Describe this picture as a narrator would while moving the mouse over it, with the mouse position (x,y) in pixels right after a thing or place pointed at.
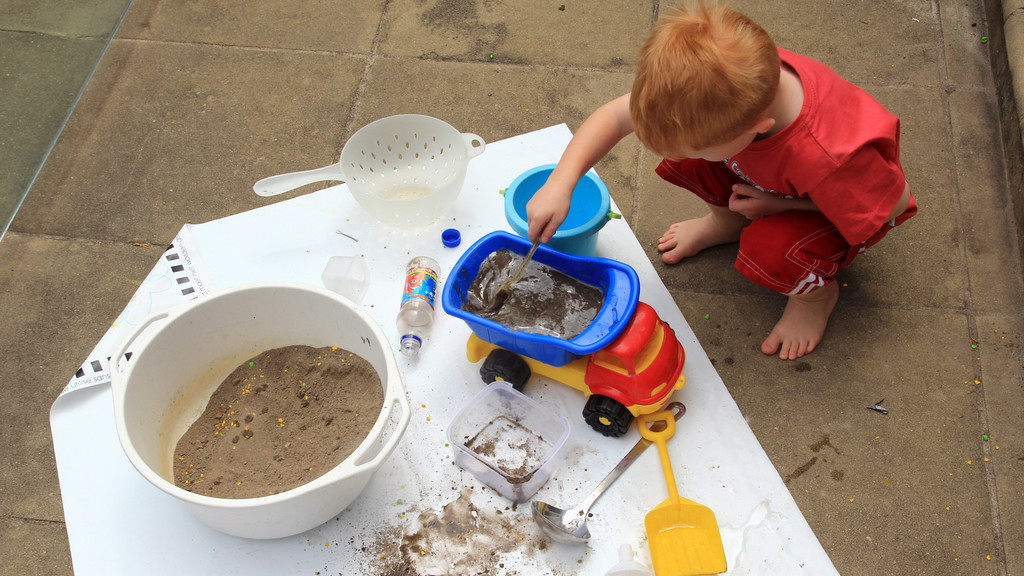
In this image there is a person (780,219) and at the bottom (720,551) there is a bowl (282,405), bottle (410,292), toy (464,256), spoon (566,520) and sheet (254,238).
